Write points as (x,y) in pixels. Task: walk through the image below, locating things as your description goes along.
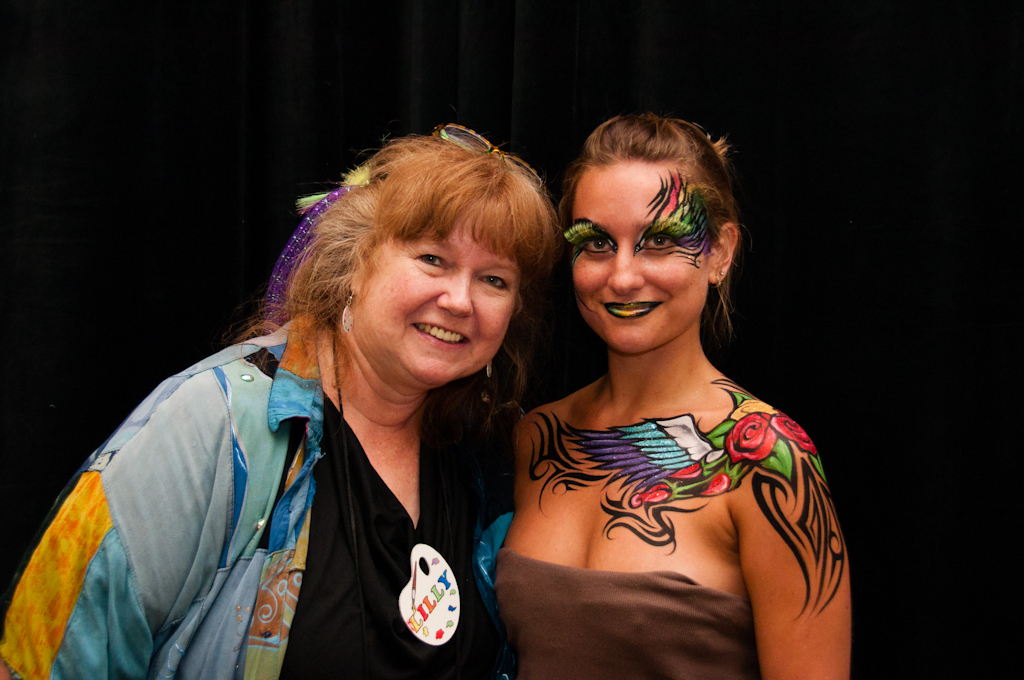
In this image I can see two women (446,467) standing, smiling and giving pose for the picture. The background (883,356) is in black color.
